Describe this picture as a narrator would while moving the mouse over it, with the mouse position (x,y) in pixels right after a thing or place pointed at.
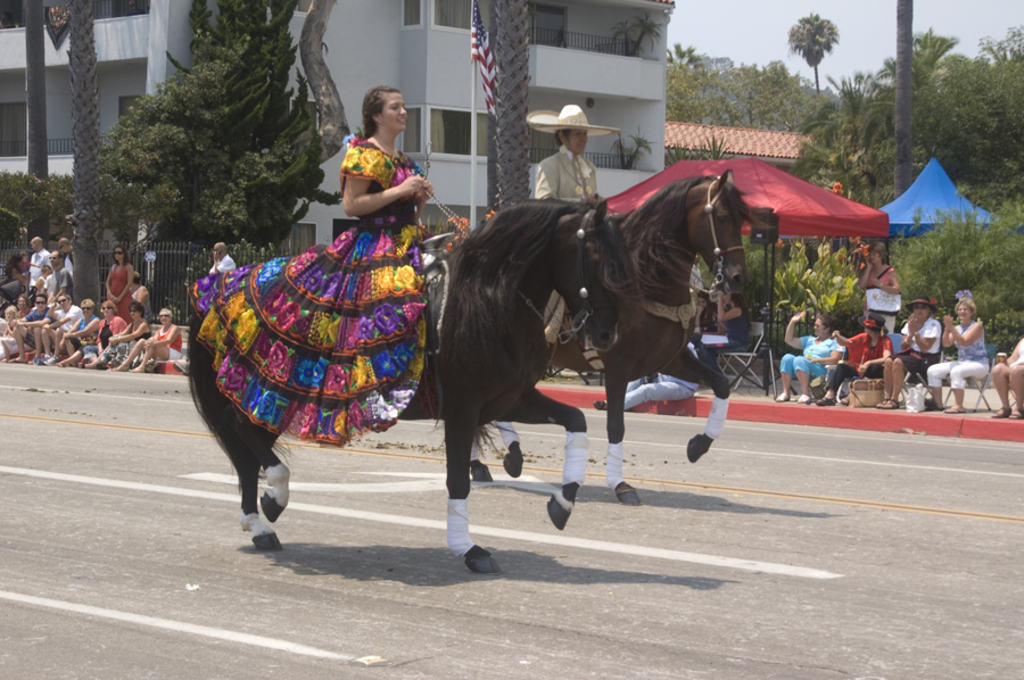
In this image in the center (618,291) there are two horses (596,288) on the horse (564,322) there are two persons (542,175) who are sitting and riding and on the background (892,349) there are a group of people (124,317) who are sitting and on the background (869,131) there are trees (862,126), buildings (552,71) and one flag (474,41) is there and on the right side (774,198) there are two tents (797,192).
